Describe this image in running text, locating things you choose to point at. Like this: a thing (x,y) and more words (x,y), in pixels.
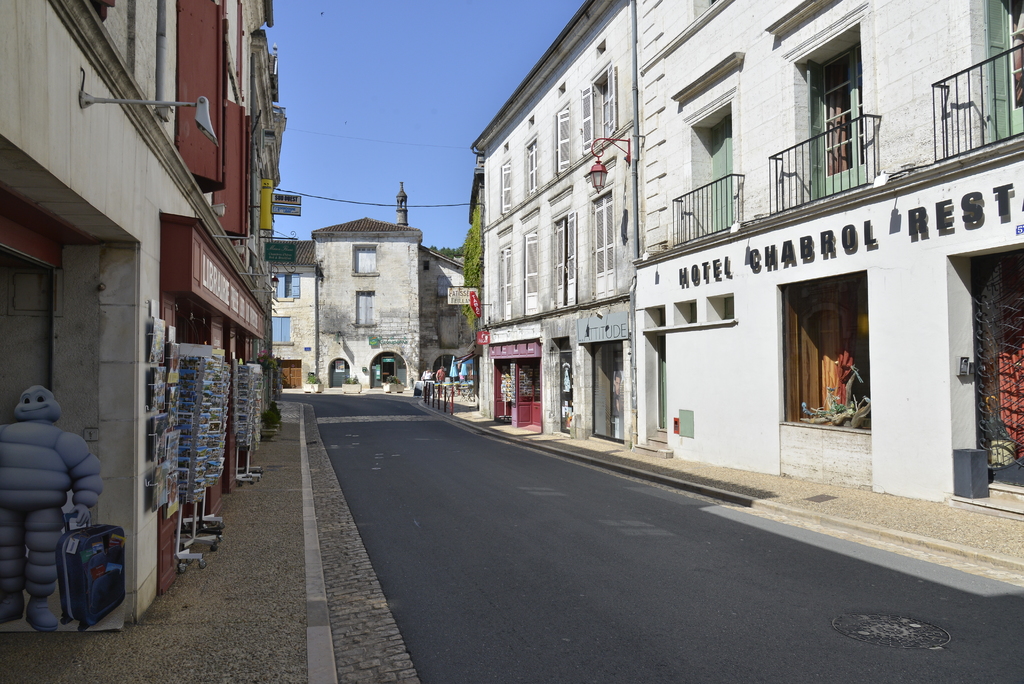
In the foreground of the picture (558,656) I can see the road (384,407). There are buildings (202,271) on both sides of the road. It is looking like a retail store (199,342) on the side of the road (425,415) on the left side (90,436). I can see an inflatable man statue (39,515) holding a bag (61,594) on the bottom left side (12,558). In the background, I can see two persons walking on the side of the road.
